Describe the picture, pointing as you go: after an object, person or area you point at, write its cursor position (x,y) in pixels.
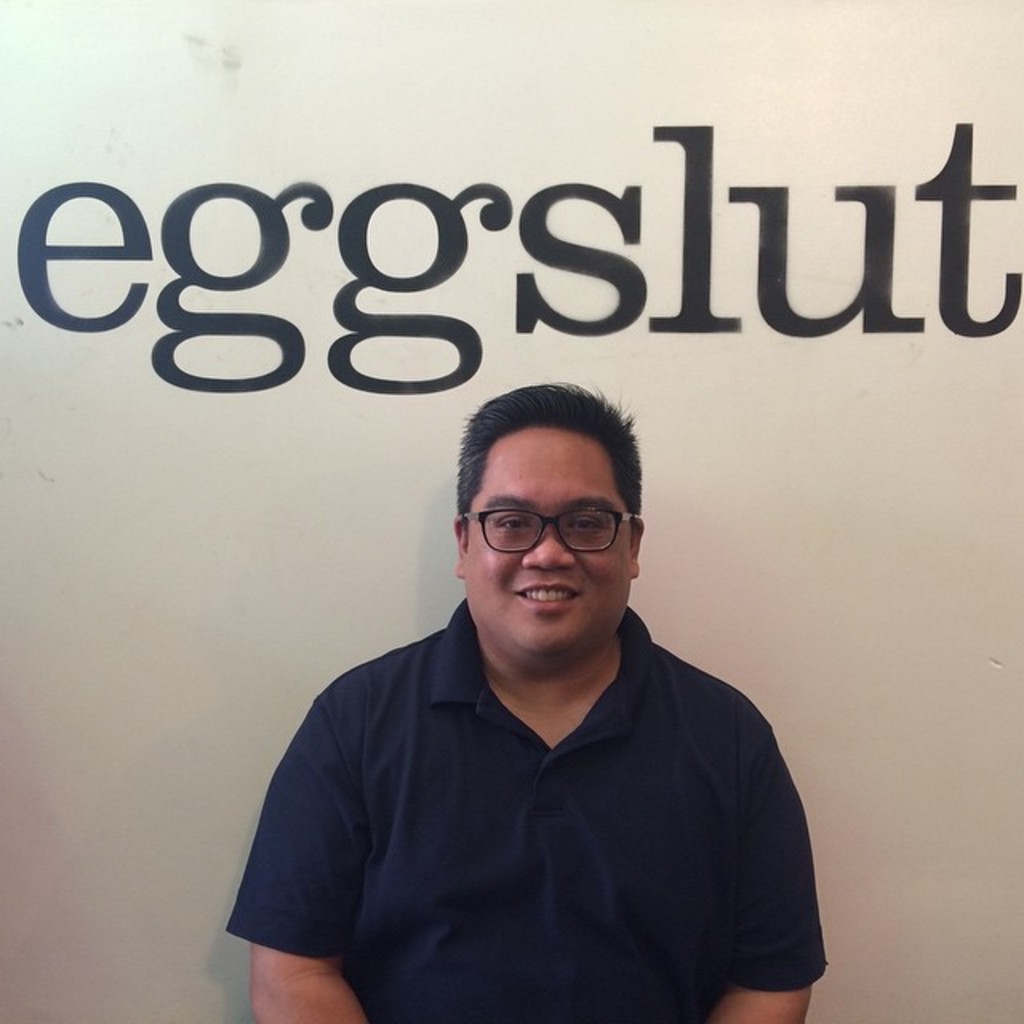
In this image we can see a man (512,746) sitting and smiling. In the background (372,538) there is a wall (220,657) and some text (366,315) on it.
